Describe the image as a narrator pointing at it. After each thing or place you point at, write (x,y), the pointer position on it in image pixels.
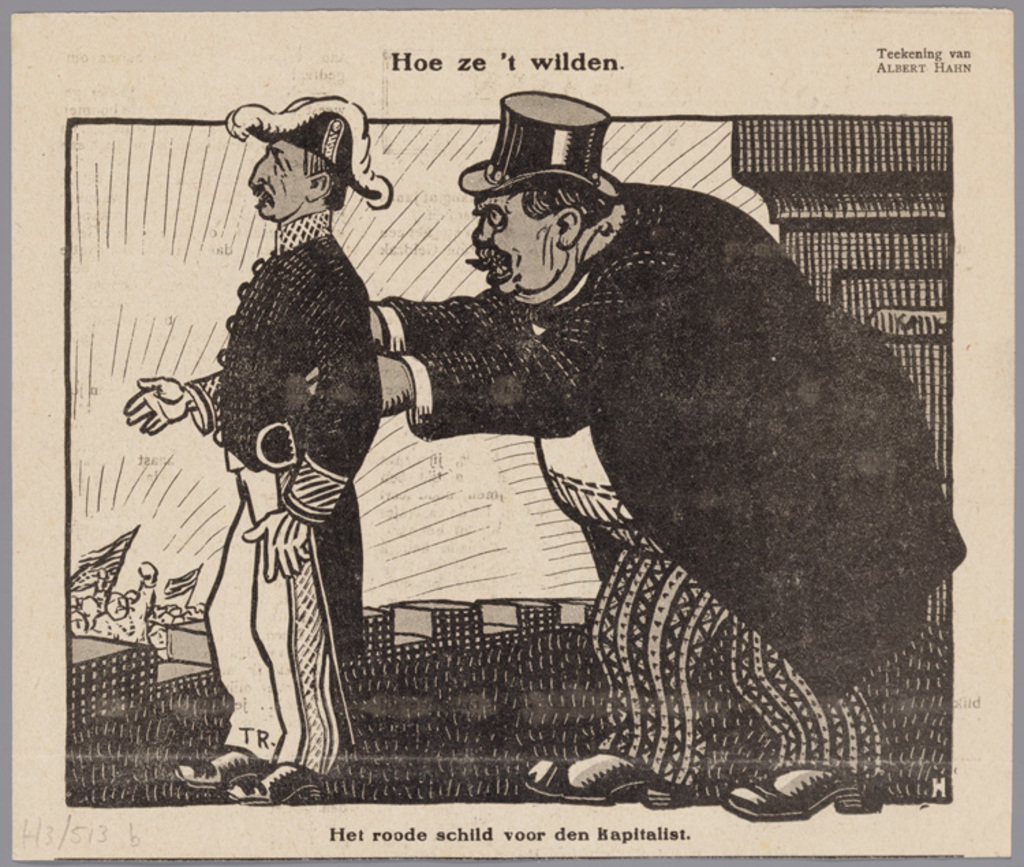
In this image, we can see a poster (487,681) with some images (505,646) and text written on it.
